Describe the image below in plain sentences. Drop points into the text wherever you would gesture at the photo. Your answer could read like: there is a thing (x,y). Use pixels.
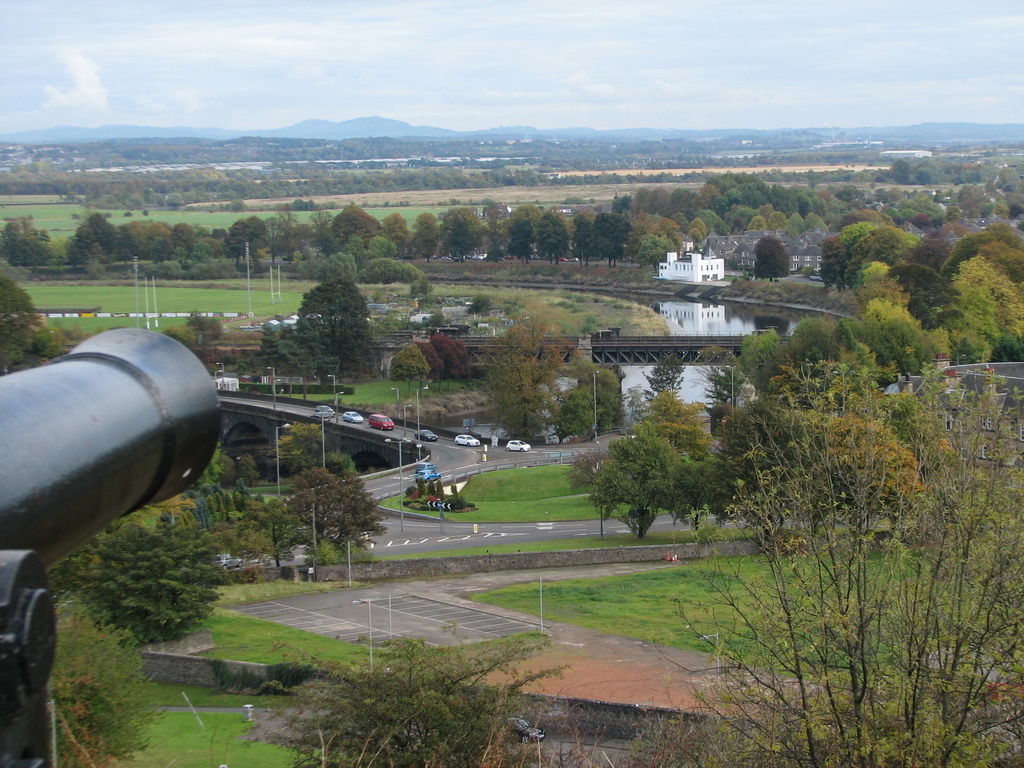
In this picture there is a black color cannon (90,466) in the front (109,472). Behind there is a beautiful view of the road (336,416) with some cars (428,431) moving and trees (339,335). Behind there is a small water canal (659,306) and white color small house (695,267). In the background (363,150) we can see some mountains (144,129) and trees (668,179).
